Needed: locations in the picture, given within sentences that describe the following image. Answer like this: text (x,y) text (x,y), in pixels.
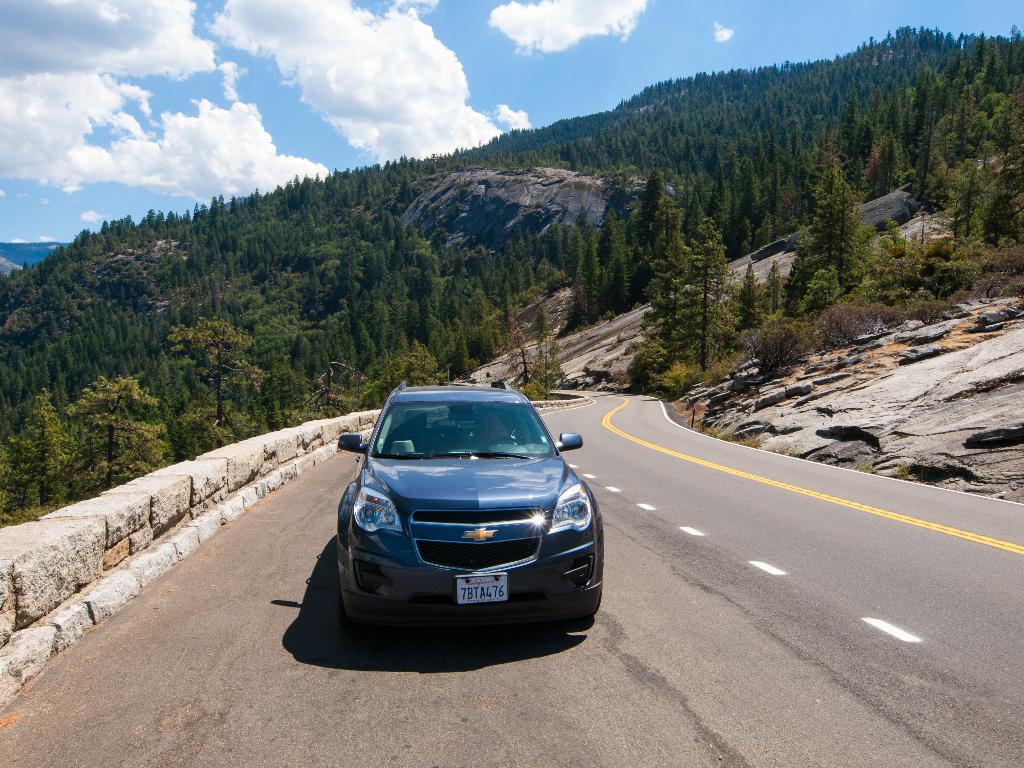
In this image we can see there are trees (241,304), plants (766,348). There is a car (522,488) and a road (698,536). In the background (375,79) we can see cloudy sky (396,93).
